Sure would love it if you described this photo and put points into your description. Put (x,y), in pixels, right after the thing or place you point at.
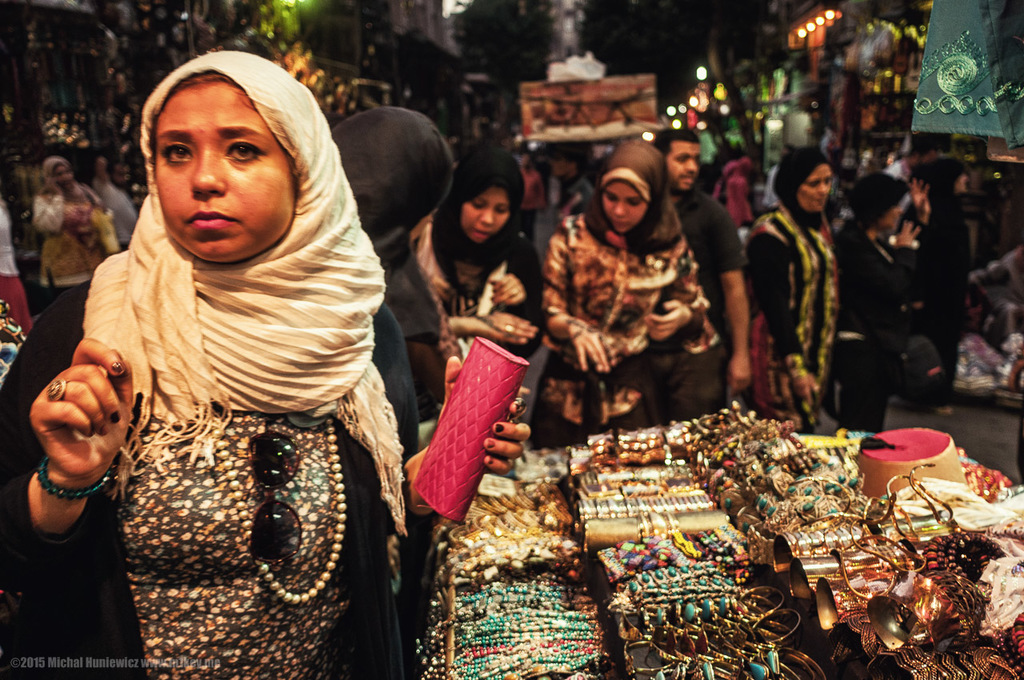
In this image on the left side (106,293) there is a woman (347,351) holding a purse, in the middle (520,334) there are some buildings (405,82), lights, group of people (683,159), at the bottom (776,640) there are some objects (778,563) visible.
